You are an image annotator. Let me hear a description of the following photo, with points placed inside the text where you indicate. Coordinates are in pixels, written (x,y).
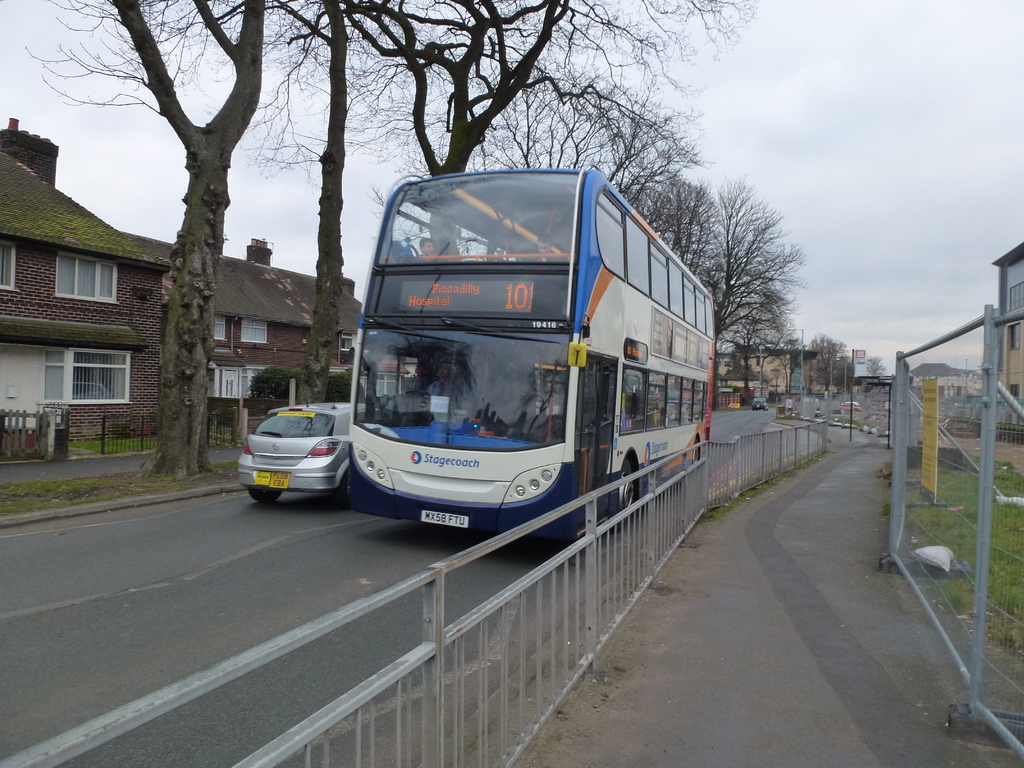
In the center of the image (514,390) we can see some people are sitting on the double decker bus (544,437). In the background of the image (46,485) we can see the buildings (42,246), windows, dry trees (196,216), vehicles (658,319), poles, fence (1017,319), boards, grilles (485,636), grass (962,526). At the bottom of the image (329,659) we can see the road (527,594). At the top of the image (511,117) we can see the sky (680,98).
